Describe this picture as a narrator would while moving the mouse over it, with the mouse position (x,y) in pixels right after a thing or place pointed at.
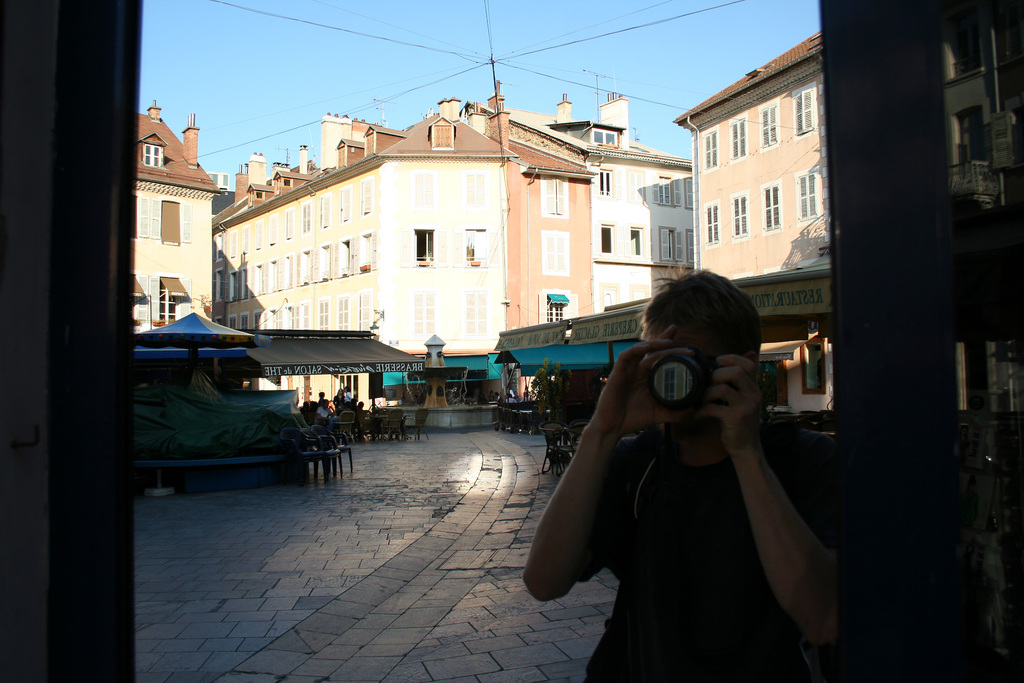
This image is clicked on the road (405,506). There are tents (277,371) on the road (356,438). Under the tents (594,350) there are tables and chairs (342,443). There are people (363,416) sitting on the chairs (350,425). In the center (435,406) there is a water fountain (443,395) on the road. Behind it there are buildings (350,255). At the top (460,61) there is the sky (426,40). In the bottom right (702,520) there is a person (698,541) standing. He is holding a camera (683,374) in his hand (723,365). To the extreme right it is dark.
